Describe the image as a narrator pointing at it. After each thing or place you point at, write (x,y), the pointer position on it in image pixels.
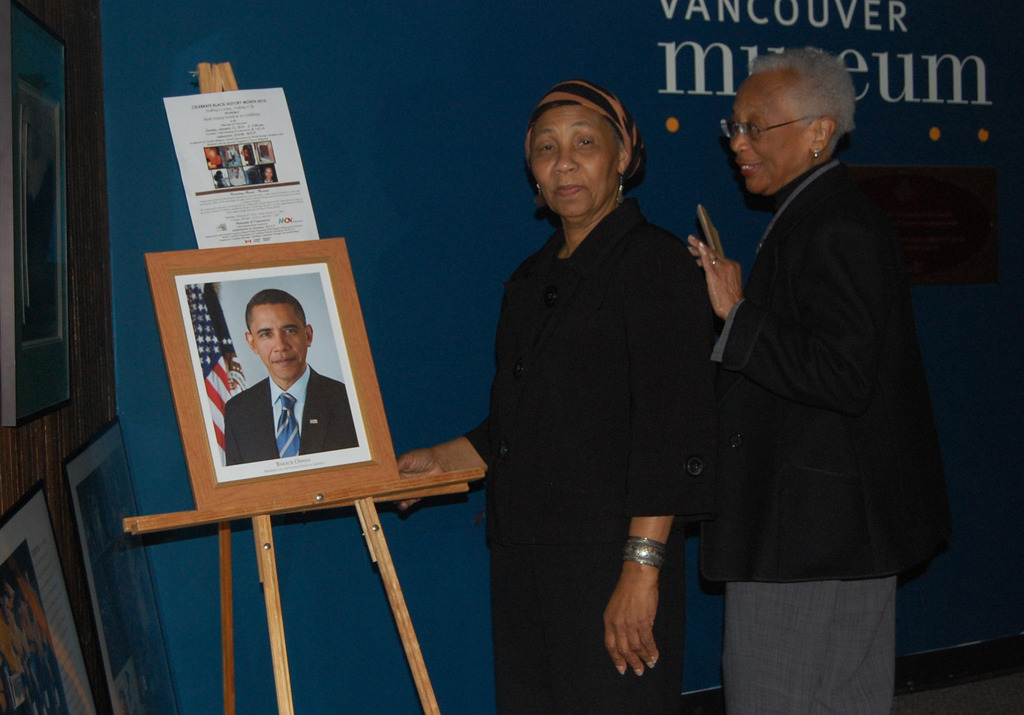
In this picture there is a woman (538,377) who is wearing black dress (638,500), beside her there is another woman (913,437) who is wearing spectacle (738,139), blazer (832,423), shirt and trouser (822,643). On the left (192,319) there is a man's photo (334,438) on the easel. In the bottom left (15,594) i can see the posters (75,506) near to the wooden wall (72,389). In the back (915,294) there is a banner (926,154).
